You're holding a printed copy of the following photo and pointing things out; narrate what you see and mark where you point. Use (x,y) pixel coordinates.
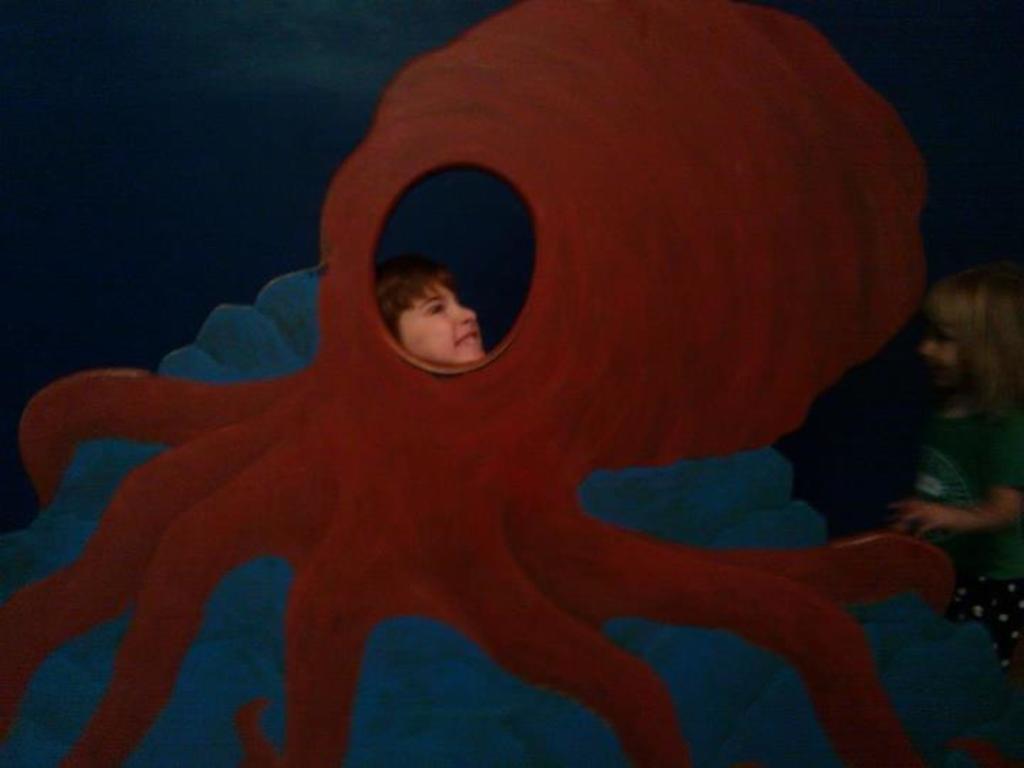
In this picture we can see a frame (464,401) and there are two children (959,497).
